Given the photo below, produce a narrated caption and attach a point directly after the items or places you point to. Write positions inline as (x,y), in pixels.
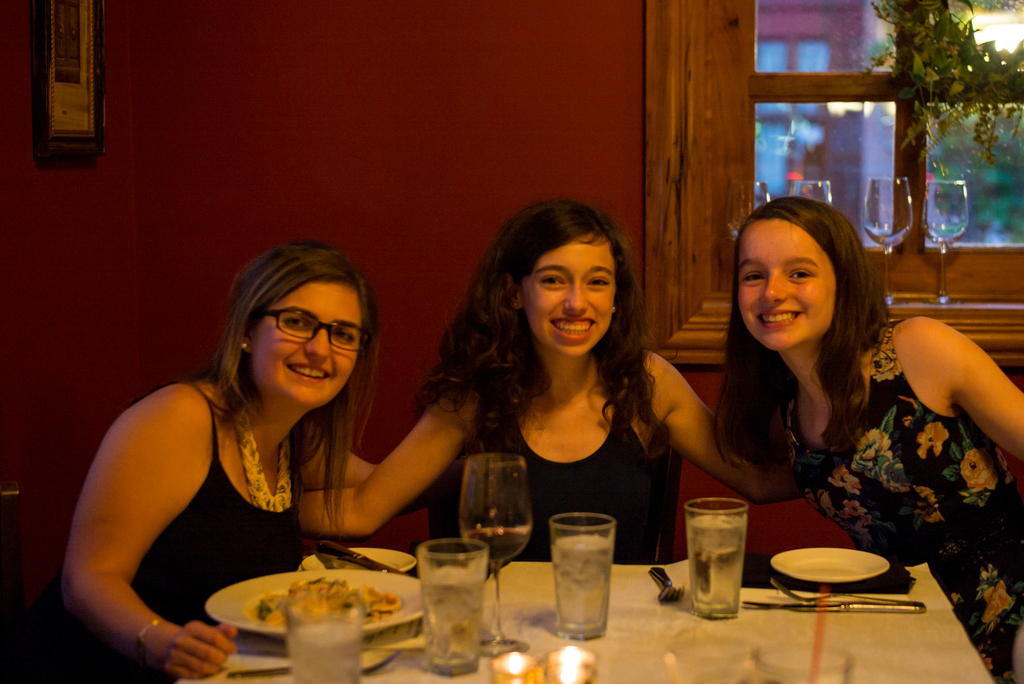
This picture shows three woman (1009,447) seated and smiling and we see few plates,glasses,fork´s (375,622) and knife´s (905,610) on the table (752,658) and we see a plant (918,88) and photo frame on the wall (150,121)
